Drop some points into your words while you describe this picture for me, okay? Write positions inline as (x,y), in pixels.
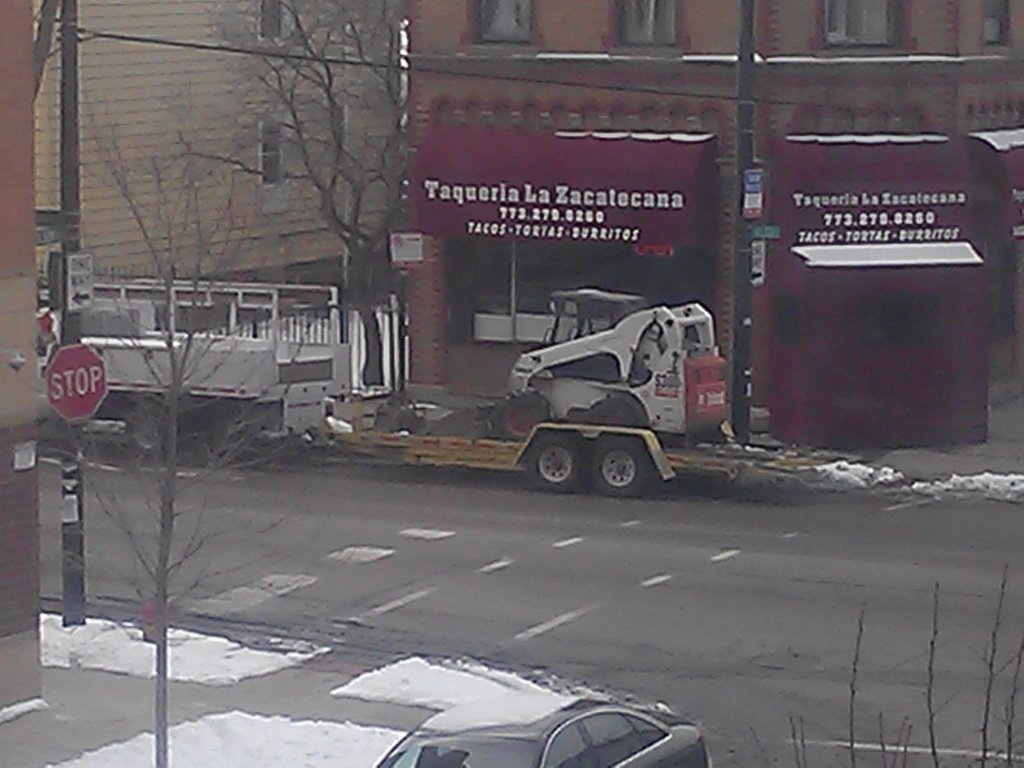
In this image I can see road (401,564), snow (239,752), few trees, few vehicles (309,436), few poles (79,563), few boards (85,400) and here I can see a red colour sign board (91,406). On these boards (73,409) I can see something is written and I can also see few buildings (277,139).
